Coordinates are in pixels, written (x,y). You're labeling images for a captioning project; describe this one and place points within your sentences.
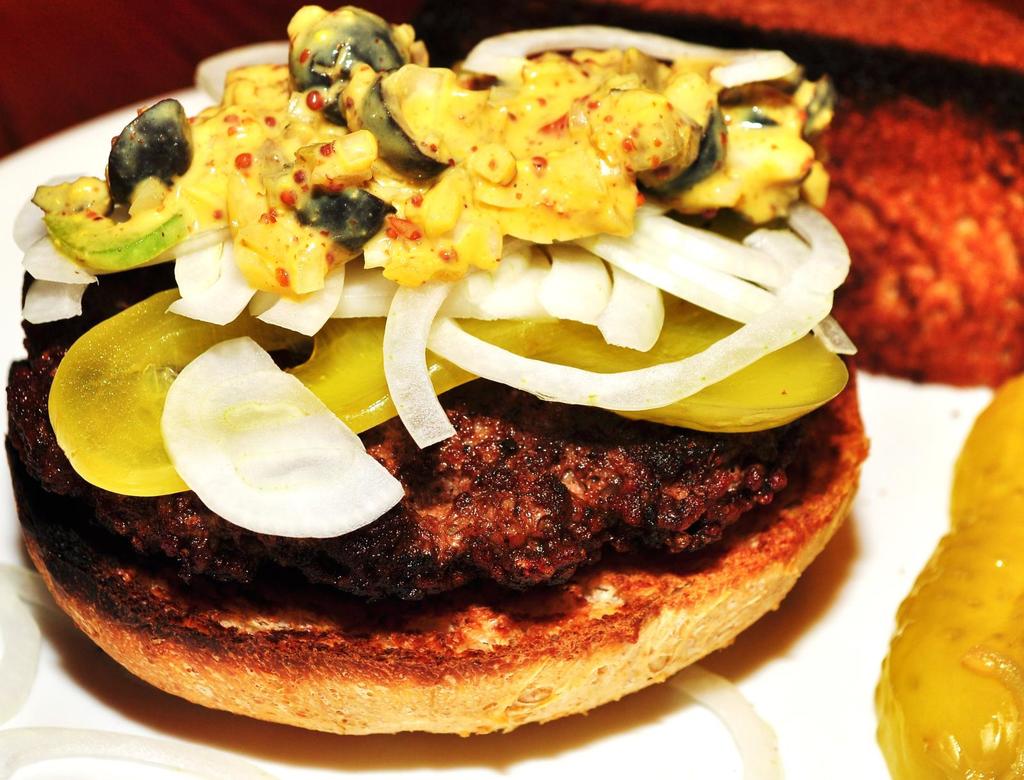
In this image, we can see some food items (231,427) are on the white plate (625,777).
